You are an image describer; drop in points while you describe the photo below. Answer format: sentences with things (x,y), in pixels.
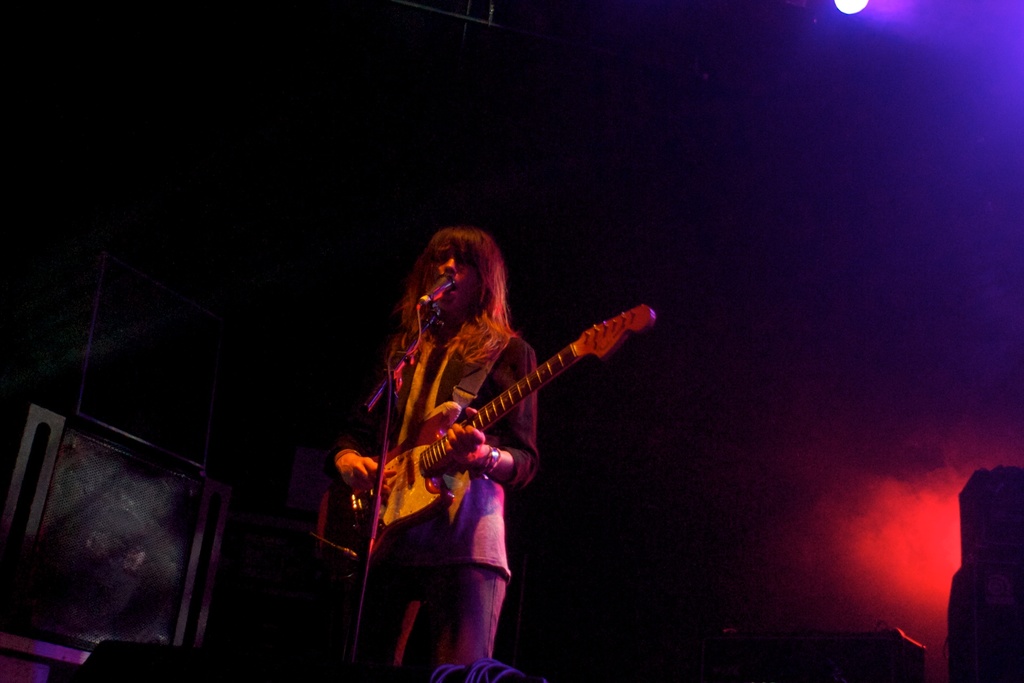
This picture shows a woman (467,439) standing and playing a guitar (434,474) and singing with the help of a microphone (453,287) and we see a light (861,1).
